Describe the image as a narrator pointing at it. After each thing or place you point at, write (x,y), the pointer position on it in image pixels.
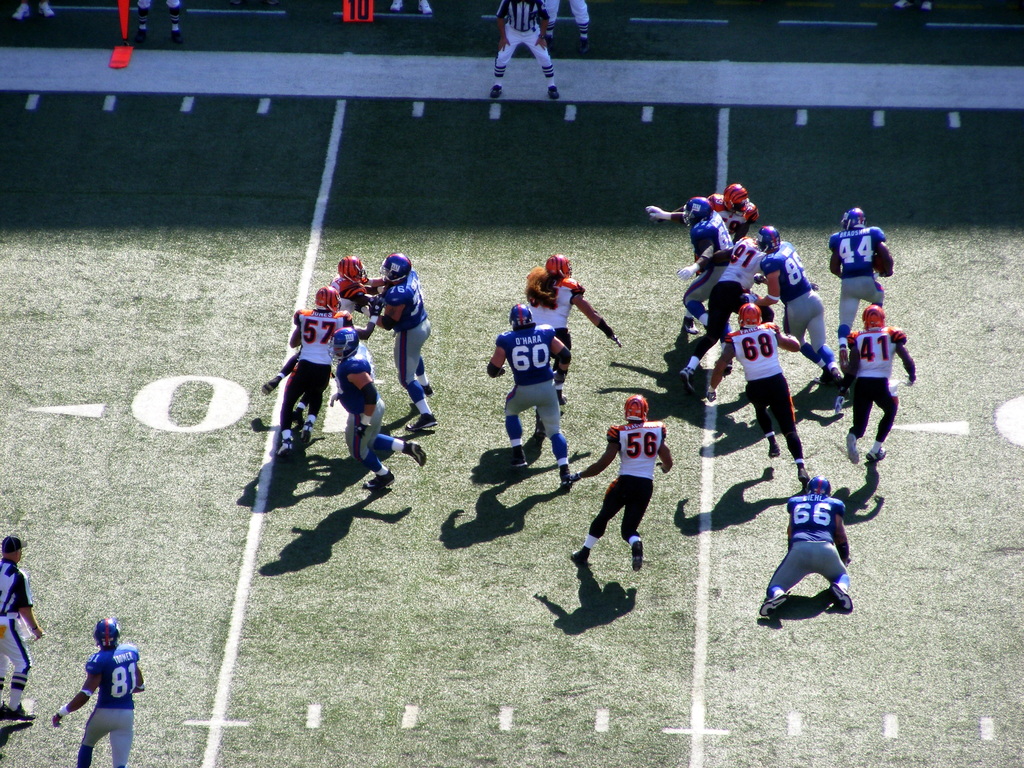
In this image I see the pitch (397,210) on which there are white lines (320,239) and I see number of people (542,408) who are wearing jerseys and I see few more people (512,17) over here and I see an orange color thing (109,66) over here.
